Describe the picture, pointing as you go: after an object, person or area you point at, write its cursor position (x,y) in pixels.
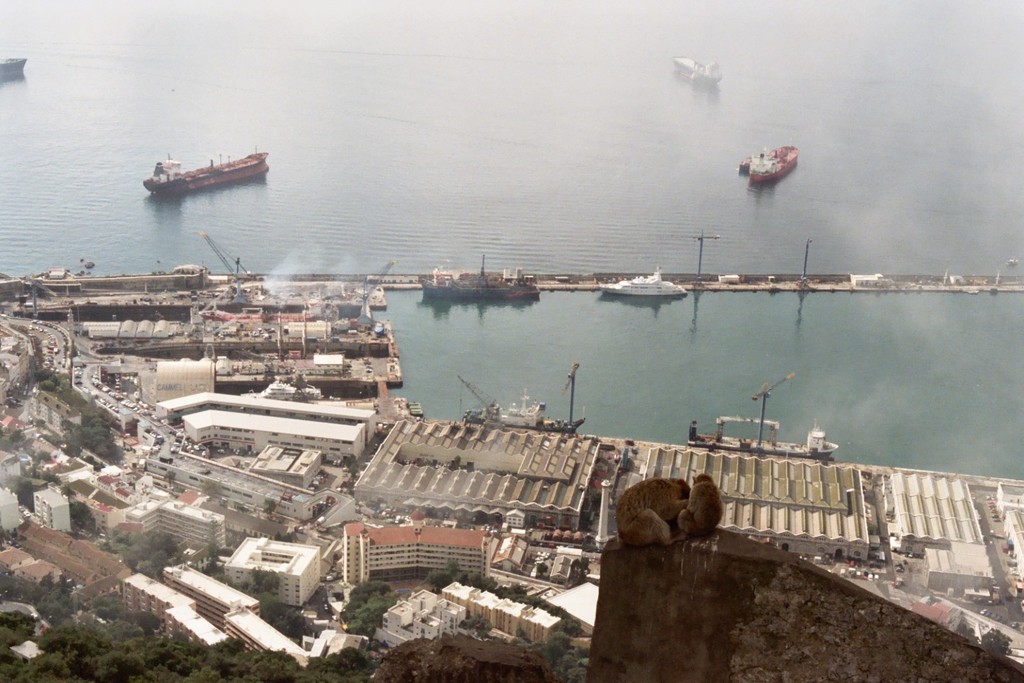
In this image we can see a group of ships (620,287) in the water (586,242). We can also see a group of buildings (392,487), poles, a group of vehicles (158,440) on the road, a crane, trees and two monkeys (671,529) on the surface (698,582).
